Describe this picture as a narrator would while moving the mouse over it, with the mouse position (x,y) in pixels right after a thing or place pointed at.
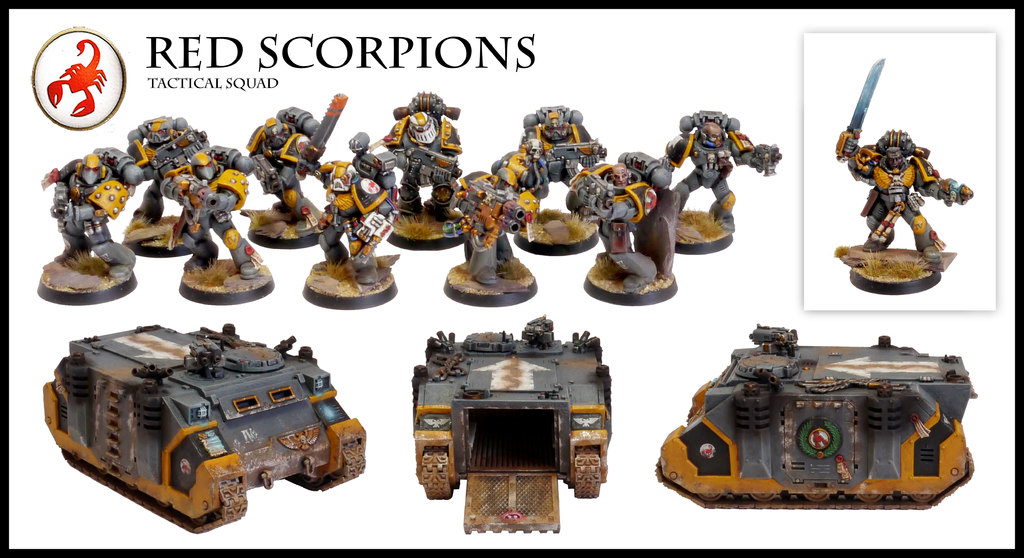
In this picture we can see a poster (291,314), on which we can see some persons like toys (511,214), vehicles toys (721,475), logo (82,63) and some text (322,65).
